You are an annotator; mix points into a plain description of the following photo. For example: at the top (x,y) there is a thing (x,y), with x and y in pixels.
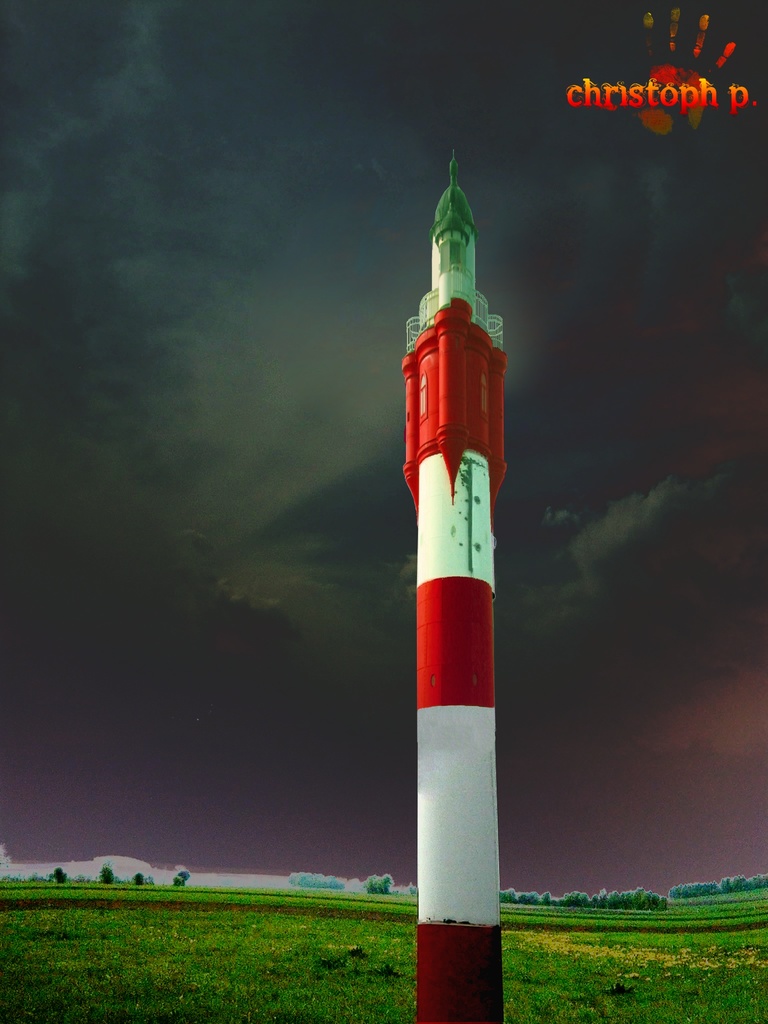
In the center of the image (434,486), we can see a lighthouse (437,785) and at the bottom (572,960), there are trees (337,889) and there is ground (284,950). At the top (617,74), there is some text (615,83) and we can see clouds (230,332) in the sky (223,475).
